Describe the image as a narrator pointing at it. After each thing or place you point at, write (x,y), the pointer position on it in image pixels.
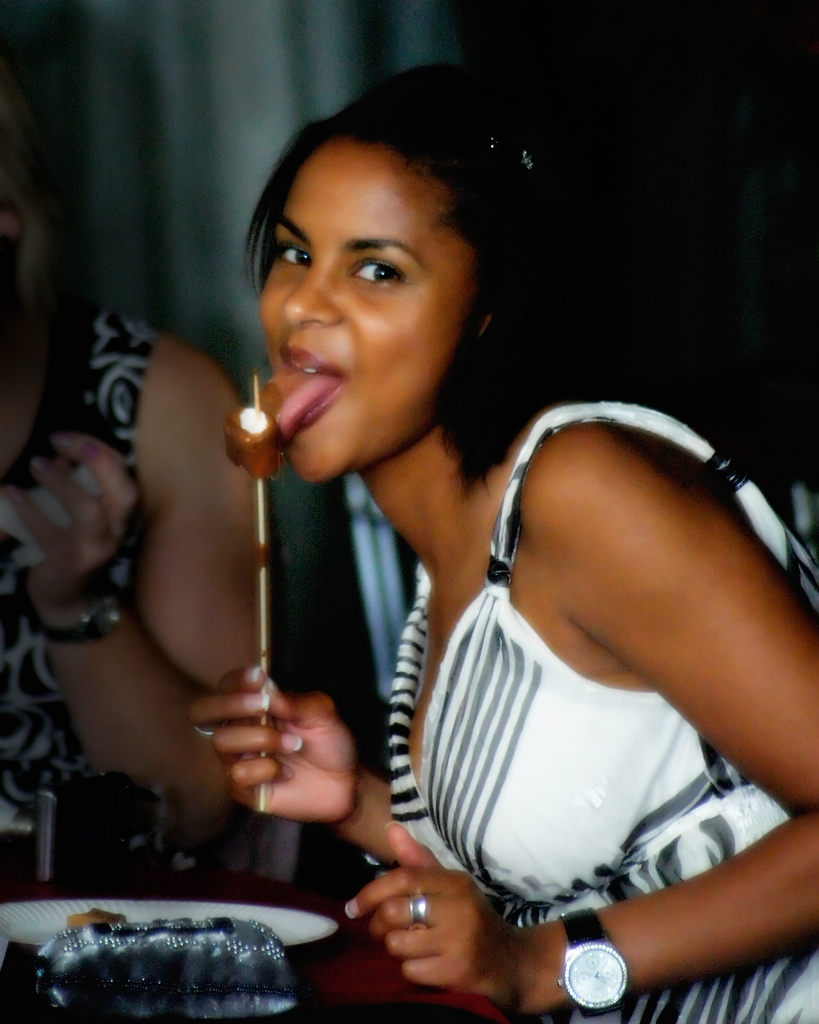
In this picture there is a woman (505,218) who is wearing white dress (654,840), watch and holding a skewer (242,469). Beside her there is another woman (78,591) who is sitting near to the table (173,898). On the table (173,884) I can see the camera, plate (175,912) and purse (145,971). In the back (248,69) I can see the cloth (273,66) which is placed near to the wall (572,110).
